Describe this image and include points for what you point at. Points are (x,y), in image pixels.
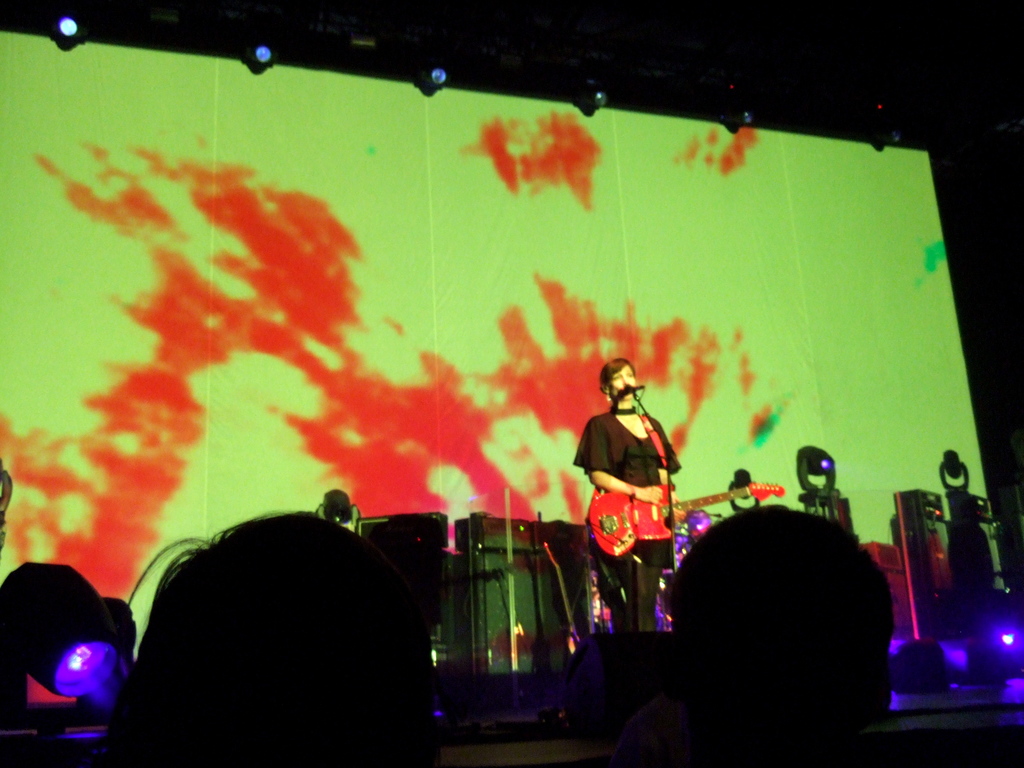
In this image I can see a woman (630,484) is standing on the stage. The woman (612,456) is holding a guitar (655,511). Here I can see a microphone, stage lights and other objects (567,557) on the stage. In the background (396,314) I can see a screen (382,294).
